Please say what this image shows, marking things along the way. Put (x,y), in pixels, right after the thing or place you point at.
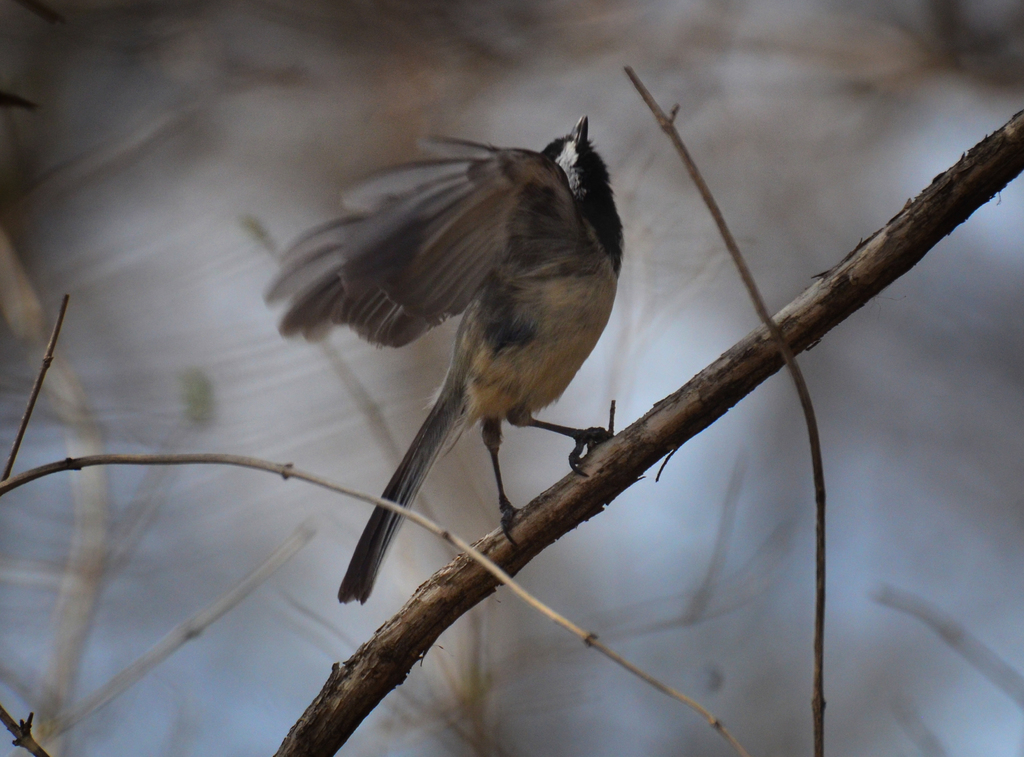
In the image I can see a bird (546,348) is on a branch (621,438). The background of the image (584,568) is blurred.
